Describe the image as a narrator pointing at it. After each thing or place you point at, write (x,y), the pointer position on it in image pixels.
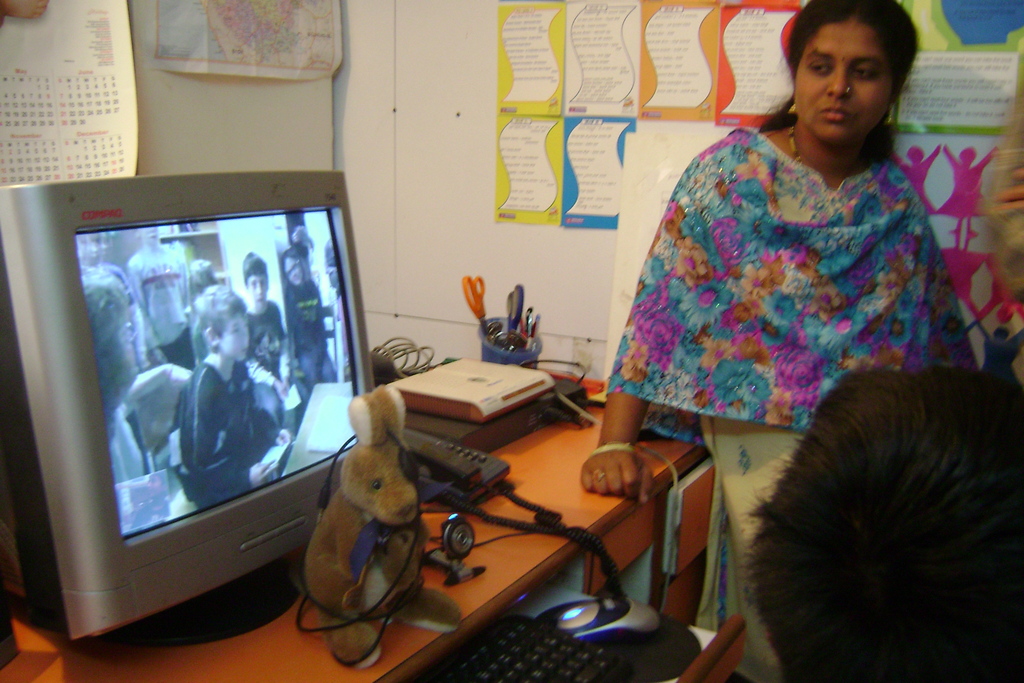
As we can see in the image there is a white color wall (390,81), calendar (16,36), paper (698,58) a woman (796,65) standing over here and a table (552,546). On table (440,588) there is a mouse (609,633), keyboard (518,651), screen (253,293), toy (392,529), telephone (473,486) and pens (494,347).
